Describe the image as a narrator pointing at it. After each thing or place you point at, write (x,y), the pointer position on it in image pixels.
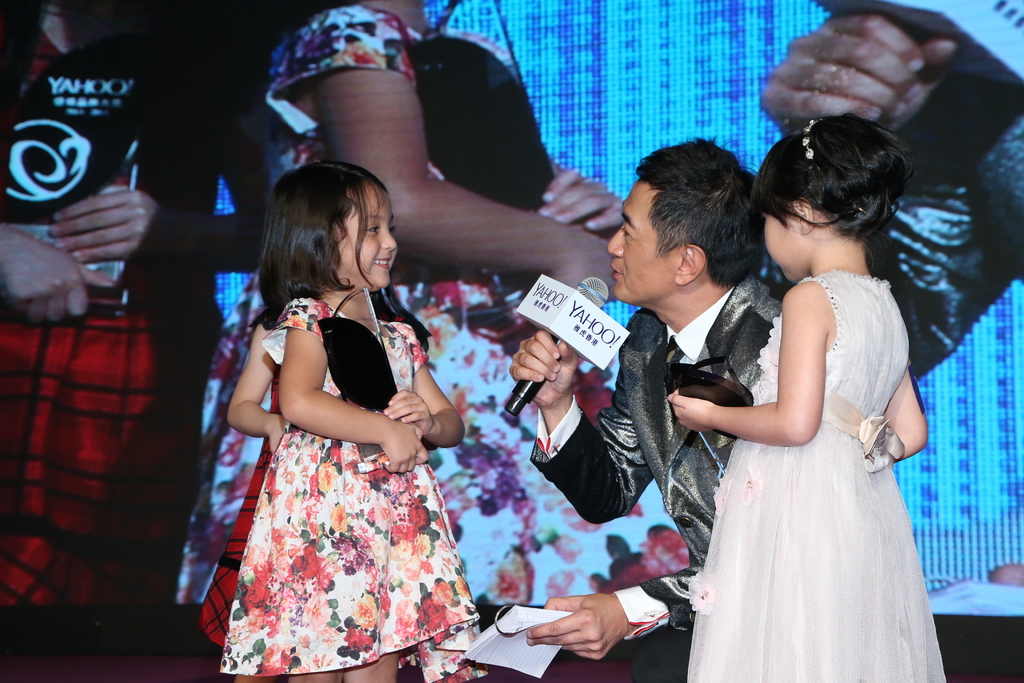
In this image, we can see a girl (318,368) holding prize (359,384) and there is a man (672,336) holding mic (567,331) in his hand (560,371). In the background (710,103), we can see some other people (808,435) and there is a screen (709,80).
